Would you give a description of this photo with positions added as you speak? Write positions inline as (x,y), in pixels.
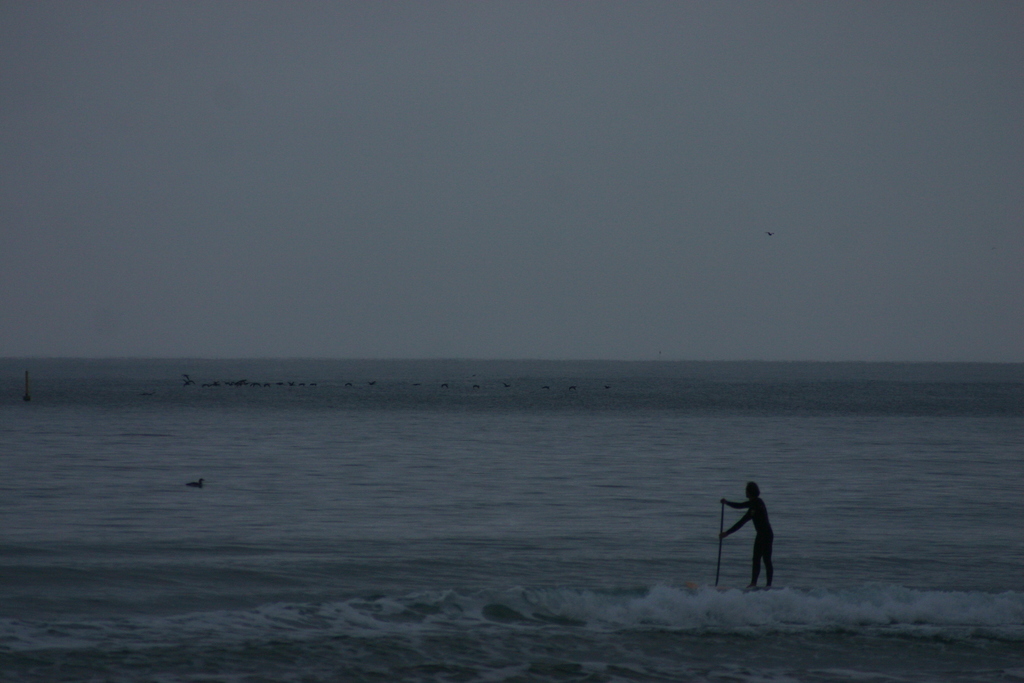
In this image there is water (221,566) at the bottom (153,671). There is a person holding an object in the foreground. There is water (13,419) in the background (539,439). And there is sky (55,315) at the top (959,120).
